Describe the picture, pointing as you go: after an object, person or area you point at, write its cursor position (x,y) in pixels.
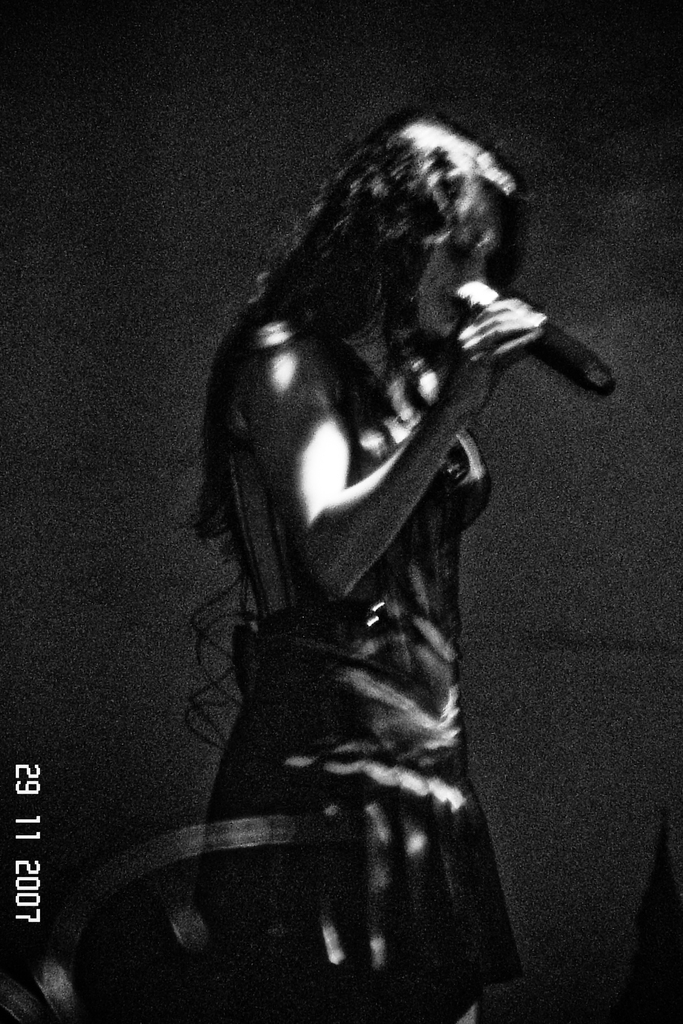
This is a black and white image where I can see a person (281,510) standing here is holding a mic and here I can see the watermark (27,865) in the left side (42,818) corner of the image.
